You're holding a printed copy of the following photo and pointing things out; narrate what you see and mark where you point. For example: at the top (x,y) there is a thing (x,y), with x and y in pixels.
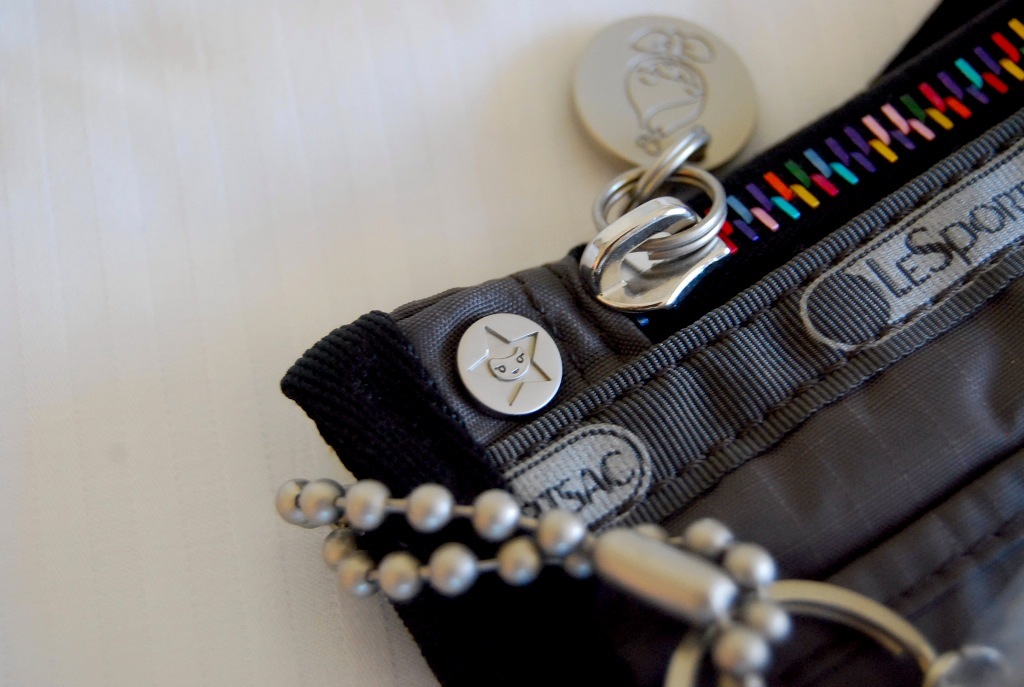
In this image I can see the black color pouch (770,368) and the zip (944,114). It is on the white color surface (326,235).
